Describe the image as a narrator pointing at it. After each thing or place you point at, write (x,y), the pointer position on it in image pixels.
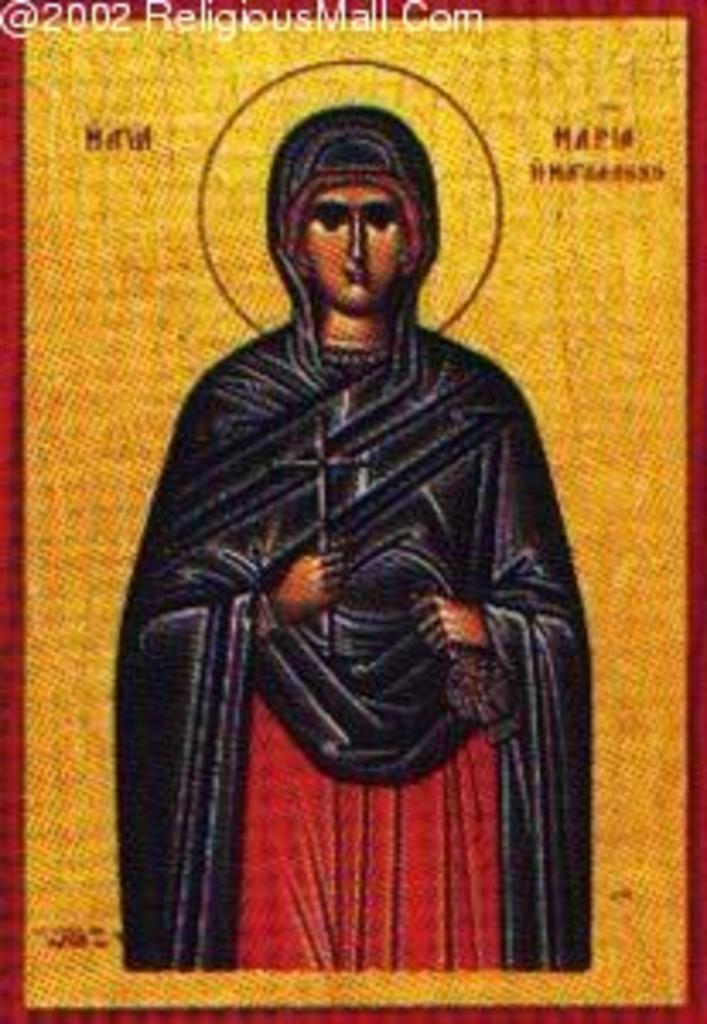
This is a poster (374,682). In this poster (311,454), we can see a person (329,665) and text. At the top of the image (331,14), there is a watermark (245,19) in the image.
